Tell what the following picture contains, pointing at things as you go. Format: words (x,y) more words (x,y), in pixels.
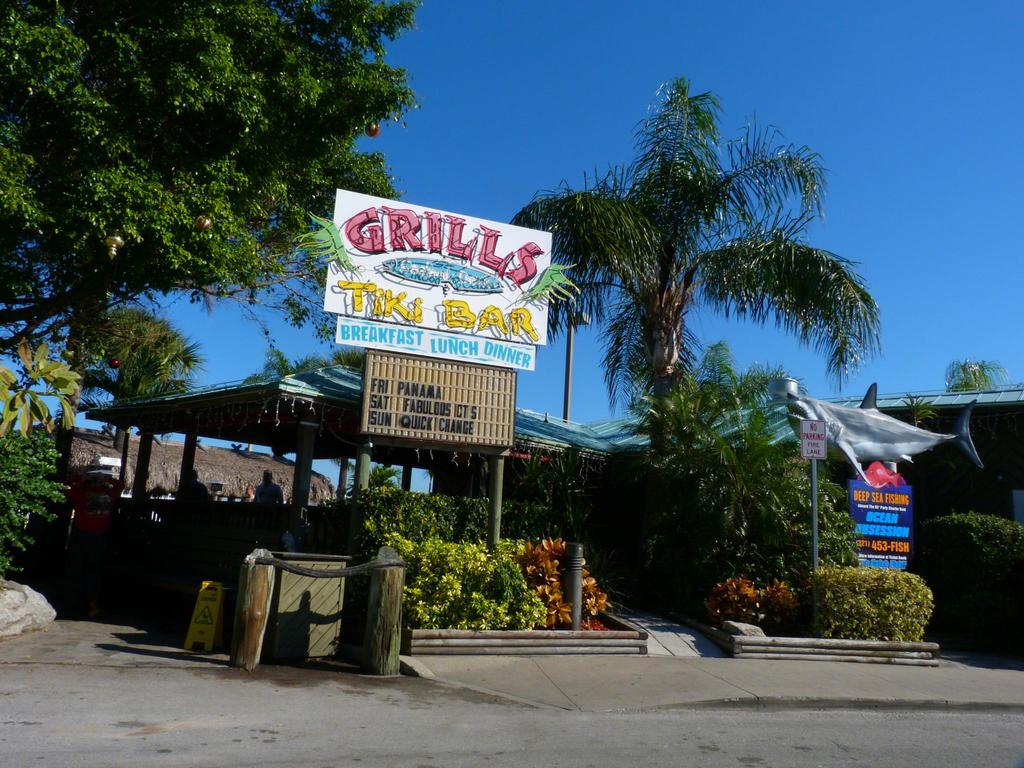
In the center of the image (408,445) we can see huts (520,417), boards (489,264), trees (669,349) and some bushes (727,564) are present. At the bottom of the image (720,709) ground (647,692) is there. At the top of the image (874,134) sky (858,171) is present. On the left side of the image (258,490) some persons (191,485) are there.
